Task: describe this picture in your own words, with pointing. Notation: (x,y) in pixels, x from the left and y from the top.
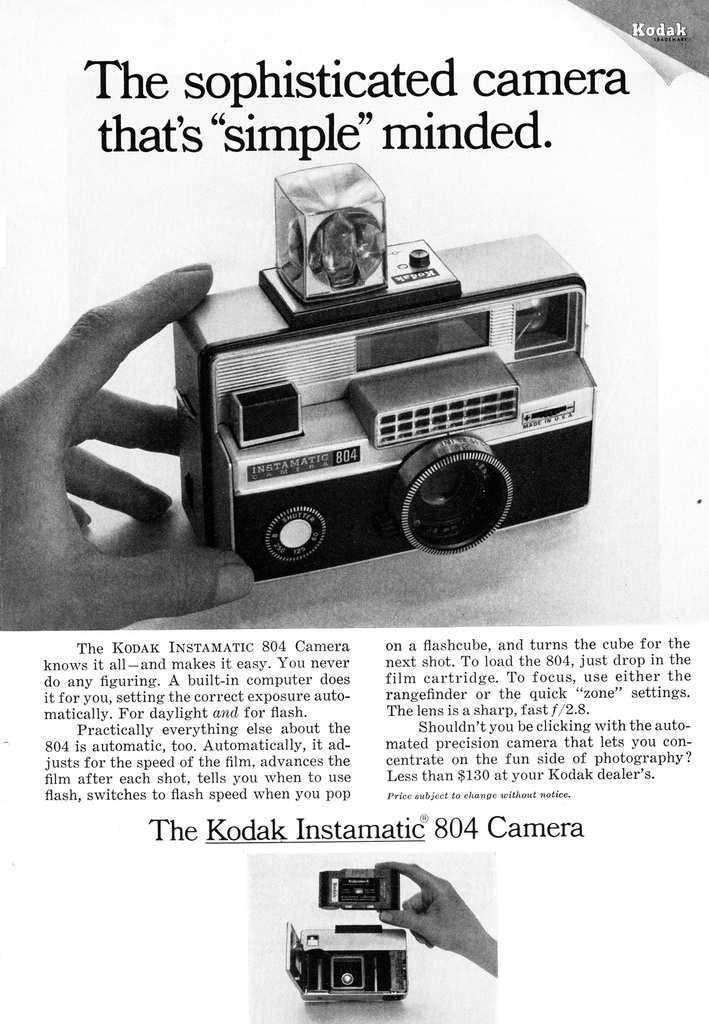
This is a black and white image. In this image we can see a person (123,409) holding the camera (380,448) and there is text (397,685) at the bottom (239,726) and top.
